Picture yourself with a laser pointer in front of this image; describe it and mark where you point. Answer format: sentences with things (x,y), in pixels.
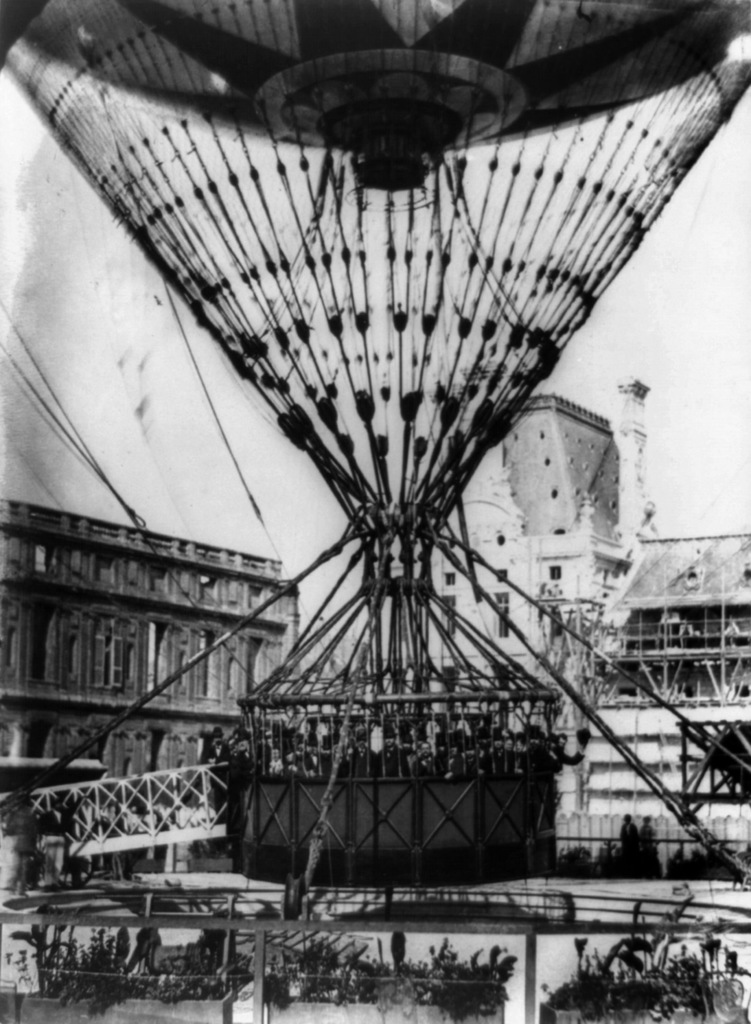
This is a black and white picture. In this picture we can see the buildings (557,634), windows (110,645). This picture is mainly highlighted with a balloon ride (571,322). We can see the people (231,784). At the bottom portion of the picture (492,995) we can see the plants (70,990).
